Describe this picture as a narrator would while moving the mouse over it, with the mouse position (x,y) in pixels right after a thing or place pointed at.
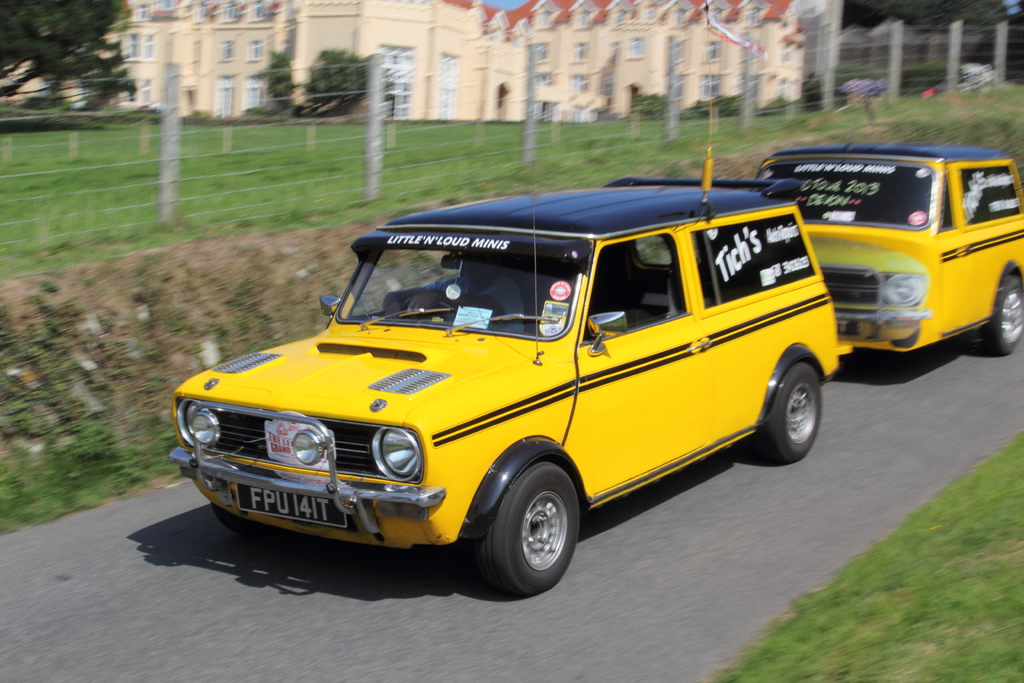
In this image we can see a vehicle (627,337) attached with another vehicle (902,245). Also something is written on that. On the ground (624,172) there is grass (956,600). Also there are poles (675,97) with railings (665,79). In the back (184,46) there are trees (301,105) and buildings (384,58) with windows (631,46).
